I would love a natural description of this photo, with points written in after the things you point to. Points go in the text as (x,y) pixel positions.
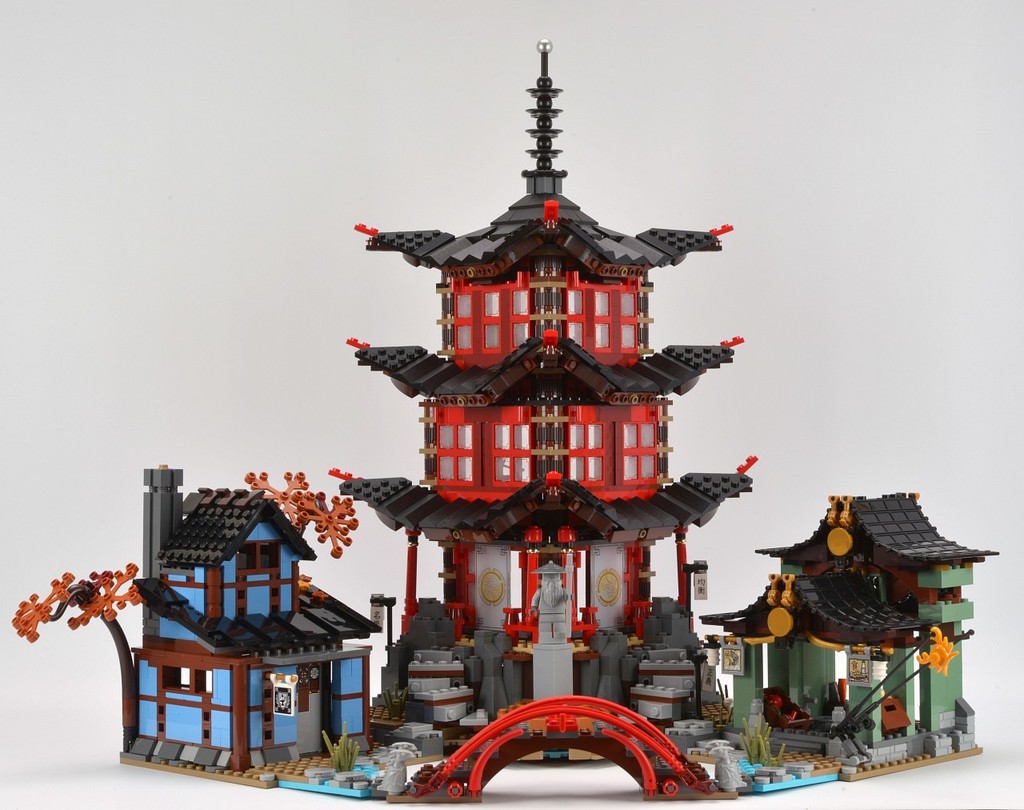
In this image, we can see toy houses (599,532) on the white background.
